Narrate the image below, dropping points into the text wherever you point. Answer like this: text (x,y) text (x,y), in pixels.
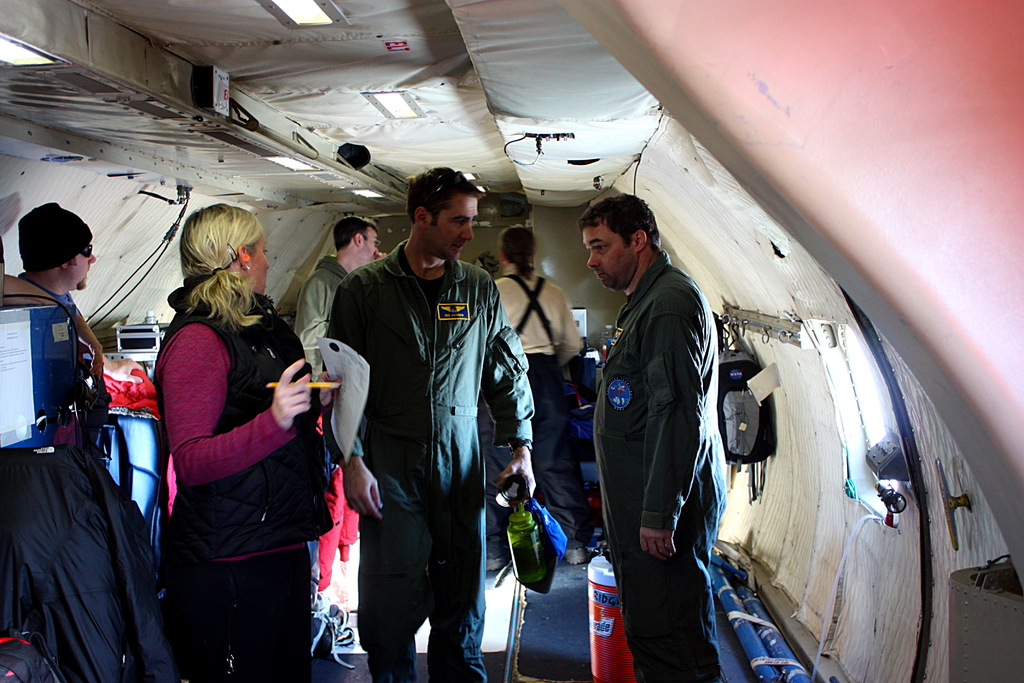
In this image we can see a few people (643,582) standing inside an aircraft (457,95), a woman (270,339) holding a paper (343,418) and pencil (323,385), a man (464,420) holding a bottle (531,553) and there is a backpack (738,395) hanged to the hanger (726,321).
